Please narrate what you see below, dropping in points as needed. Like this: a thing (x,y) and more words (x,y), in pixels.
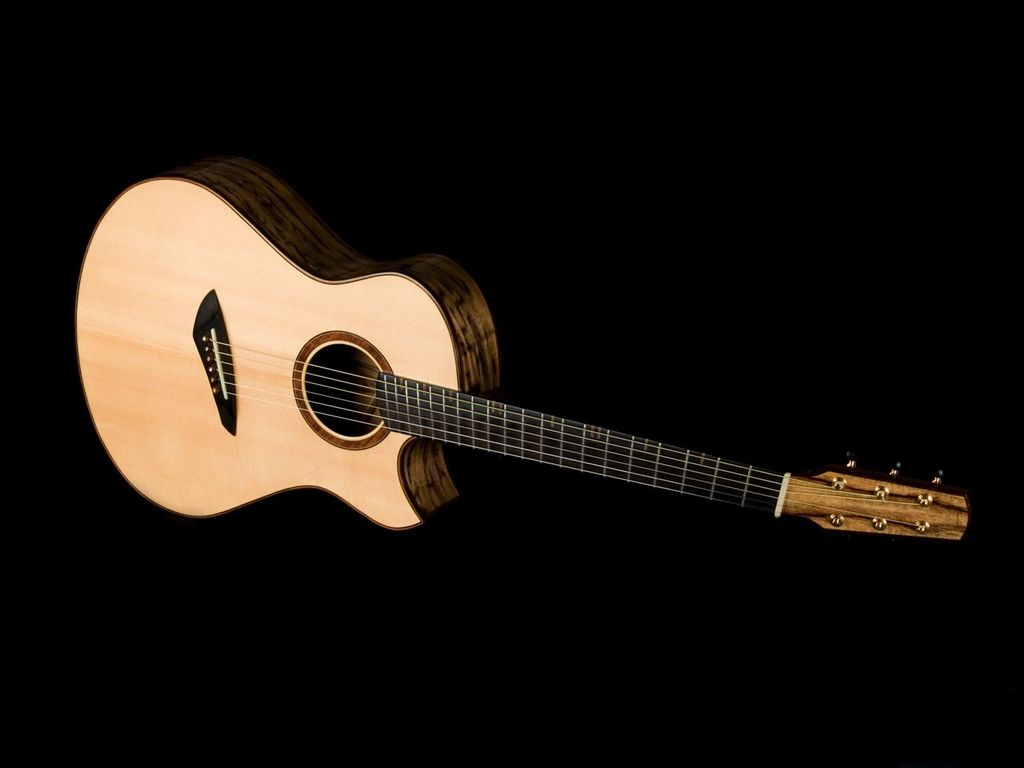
In the middle of the image (416,285) there is a guitar (153,200).
